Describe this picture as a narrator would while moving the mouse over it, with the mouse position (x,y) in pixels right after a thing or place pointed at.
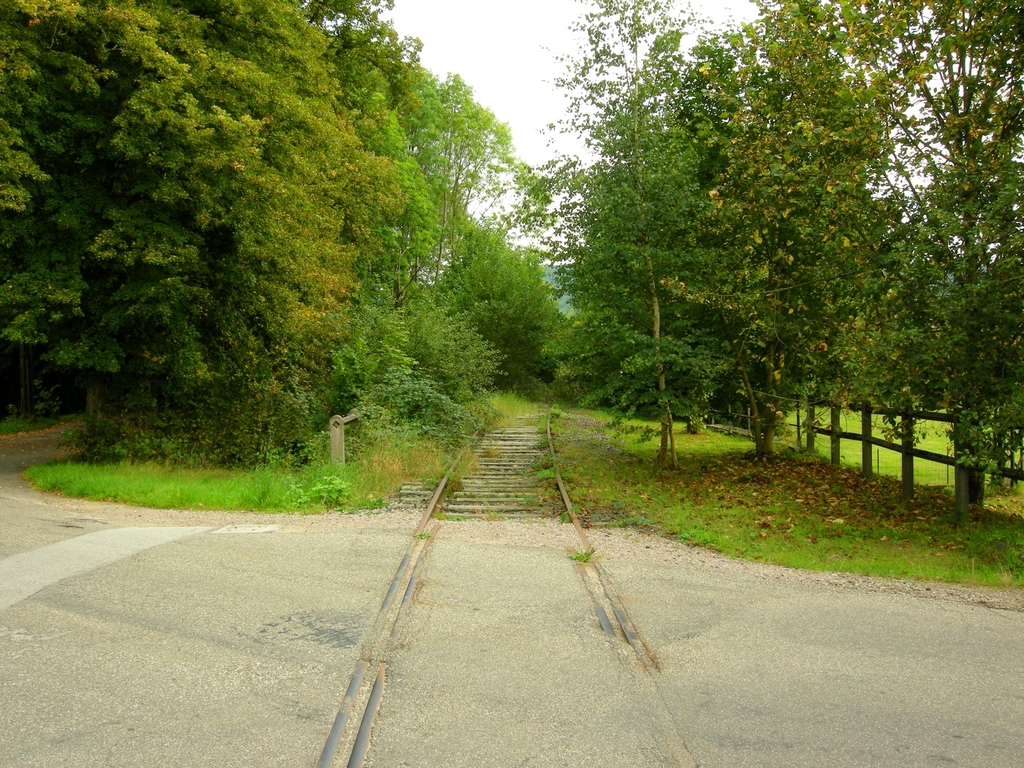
It is the railway track (515,487), this is the road (599,636). These are the green color trees (394,275) in the middle of an image (385,271). At the top (476,35) it is the sky (476,32).
